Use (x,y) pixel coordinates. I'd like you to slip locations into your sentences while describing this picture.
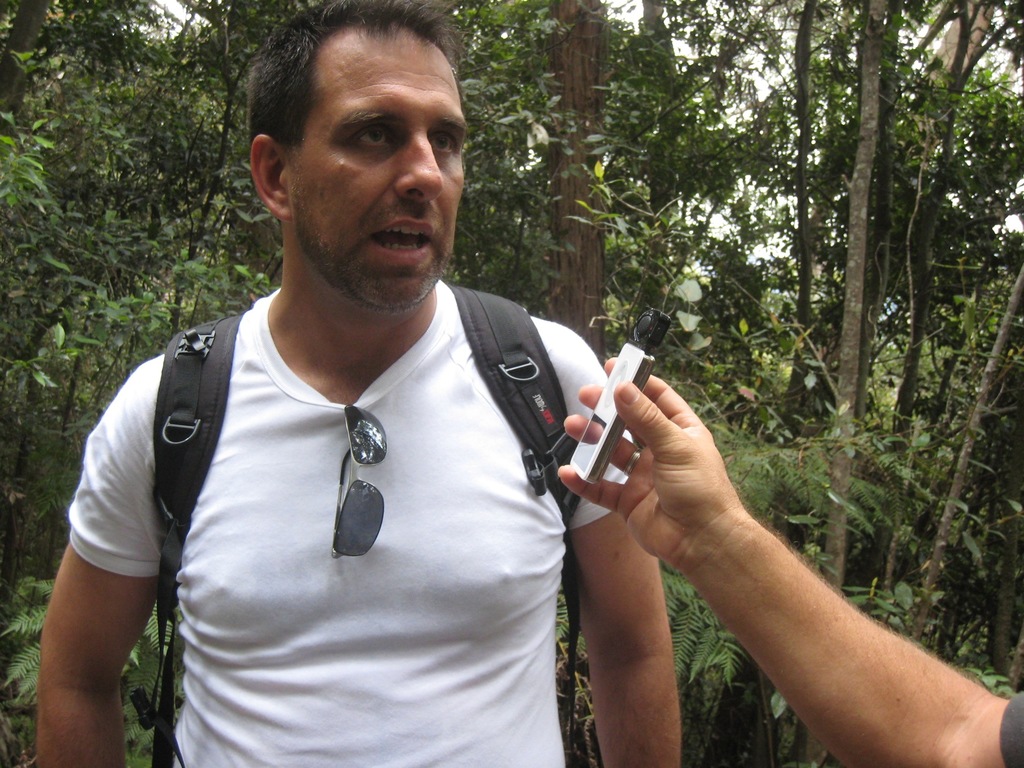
In this image we can see a man (453,575). He is wearing a white color T-shirt (314,552) and carrying black color bag (188,393). In the background (636,202), we can see trees (27,151) and the sky (181,17). In the right bottom of the image (854,695) we can see a human hand (880,718) is holding some device (608,416).
